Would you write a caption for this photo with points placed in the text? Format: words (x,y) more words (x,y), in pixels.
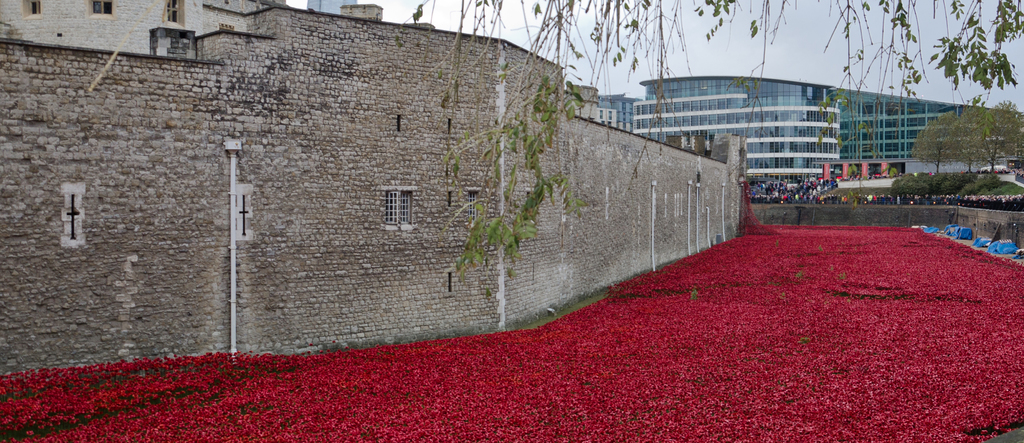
In this image I can see flowers (766,237) in red color, background (765,152) I can see few buildings (723,160) in white, cream color. I can also see few persons (762,189), and trees (970,143) in green color and the sky (615,40) is in white color.
